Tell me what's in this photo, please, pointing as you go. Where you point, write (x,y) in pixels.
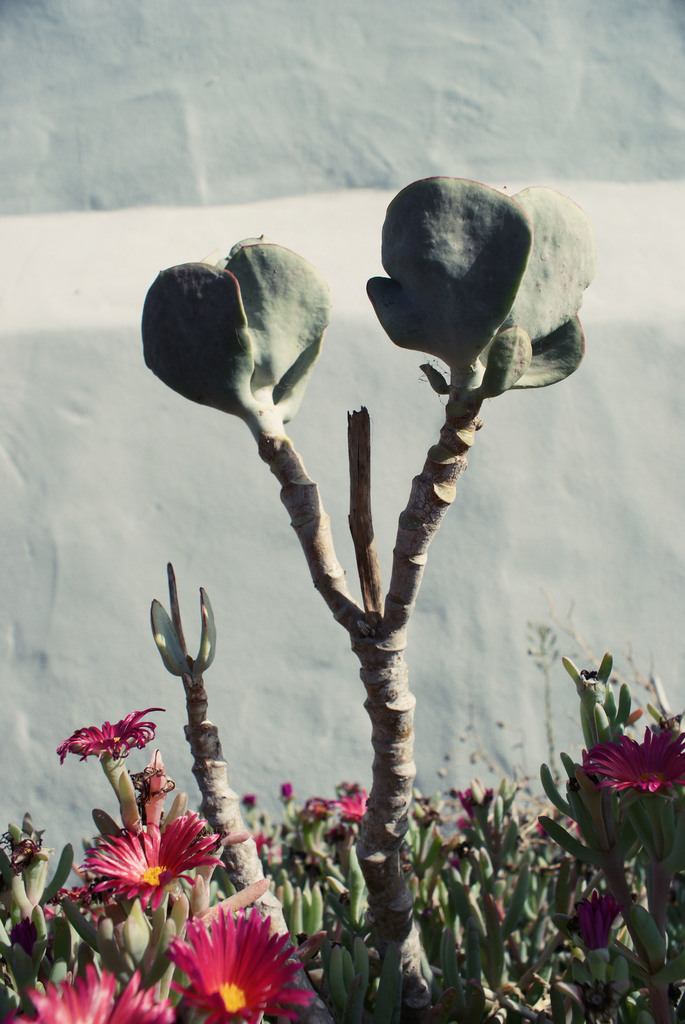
There are beautiful flower plants (616,752) and in between them there is a non flowering plant (316,278) and in the background (361,59) there is a white wall (345,169).
